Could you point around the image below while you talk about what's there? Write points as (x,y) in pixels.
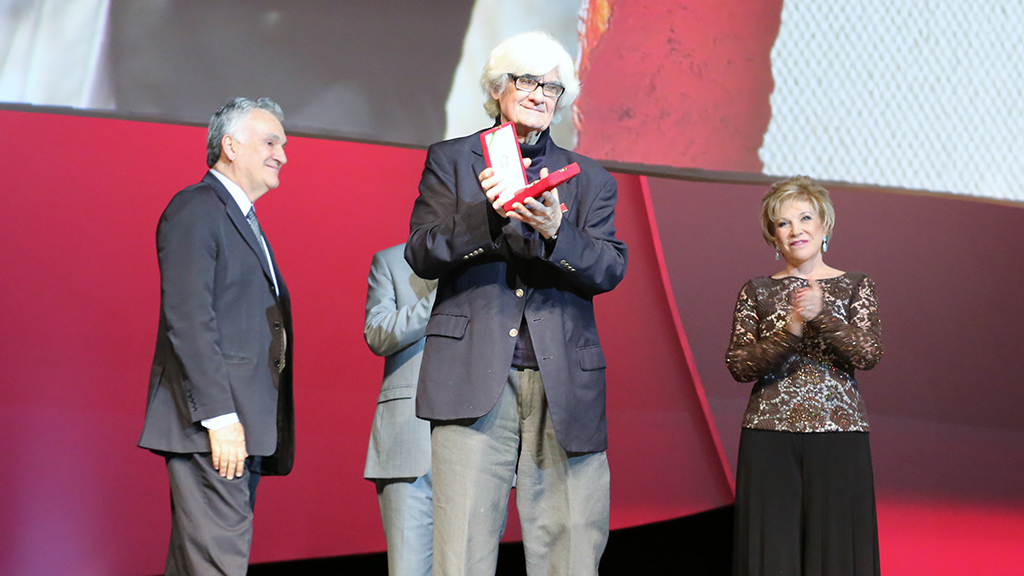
In the image there are four people (510,316) and the first person (488,272) is holding some object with his hands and in the background (41,148) there is some setting (762,86).
